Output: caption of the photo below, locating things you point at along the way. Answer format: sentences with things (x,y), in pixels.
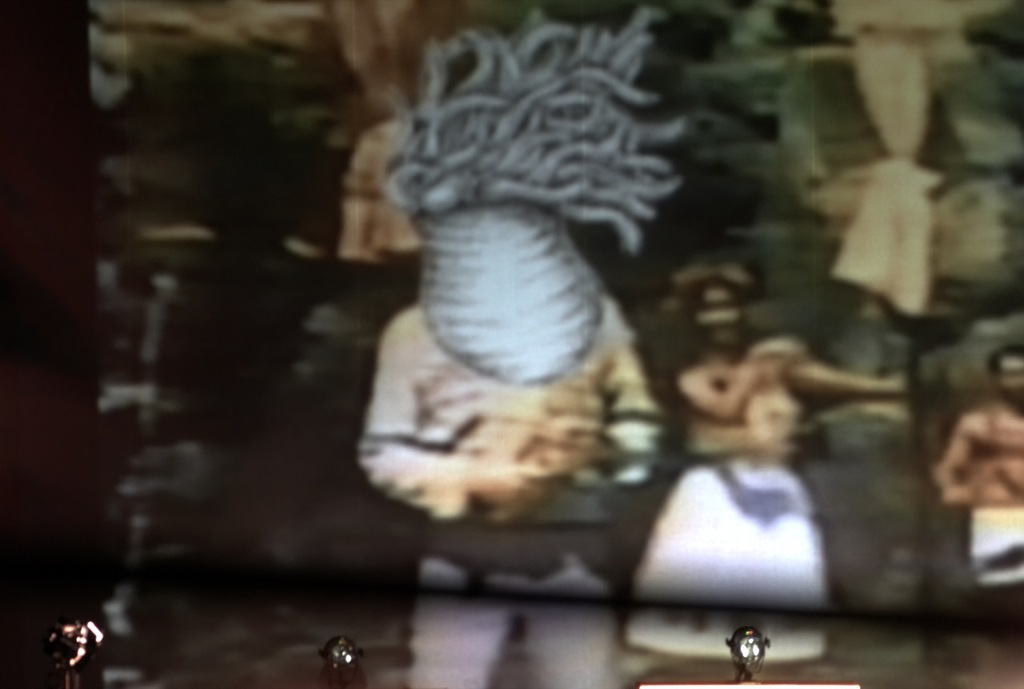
In this picture we can see an old photo (459,300) and other objects (87,622).
